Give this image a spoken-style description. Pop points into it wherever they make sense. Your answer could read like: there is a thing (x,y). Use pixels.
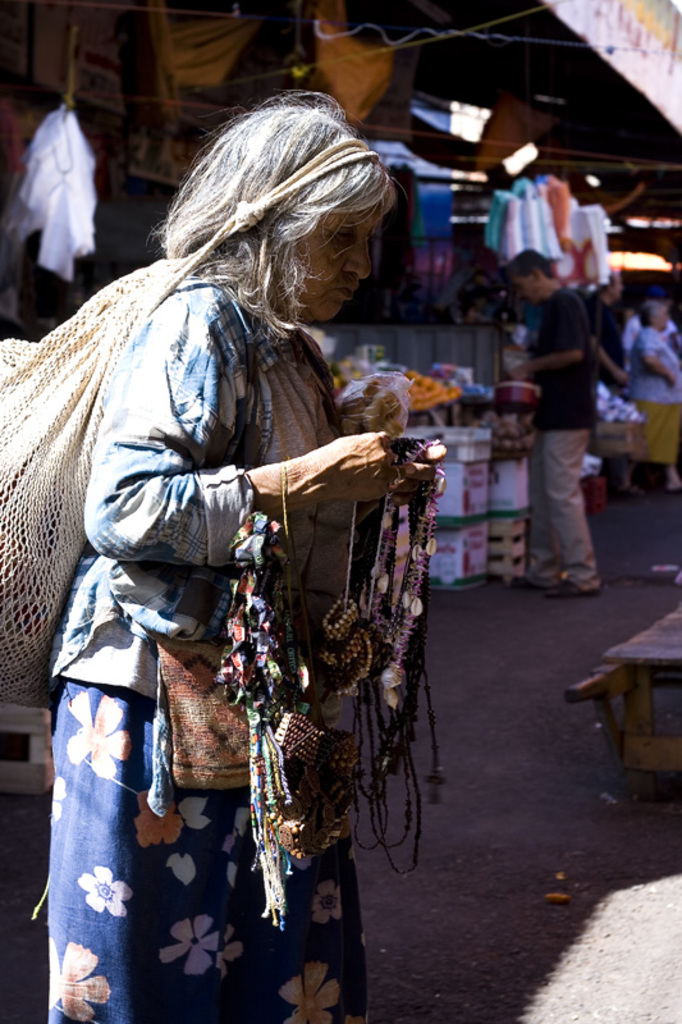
In this image in the middle (289,450) there is a woman (290,513), she wears a shirt (139,535), skirt (203,931), bags (193,777). On the right (562,385) there is a man (555,403), he wears a t shirt (572,410), trouser (577,507). In the background (590,489) there are some people (681,396), bags (524,225), covers (514,240), boxes (497,492), fruits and road (584,656).
